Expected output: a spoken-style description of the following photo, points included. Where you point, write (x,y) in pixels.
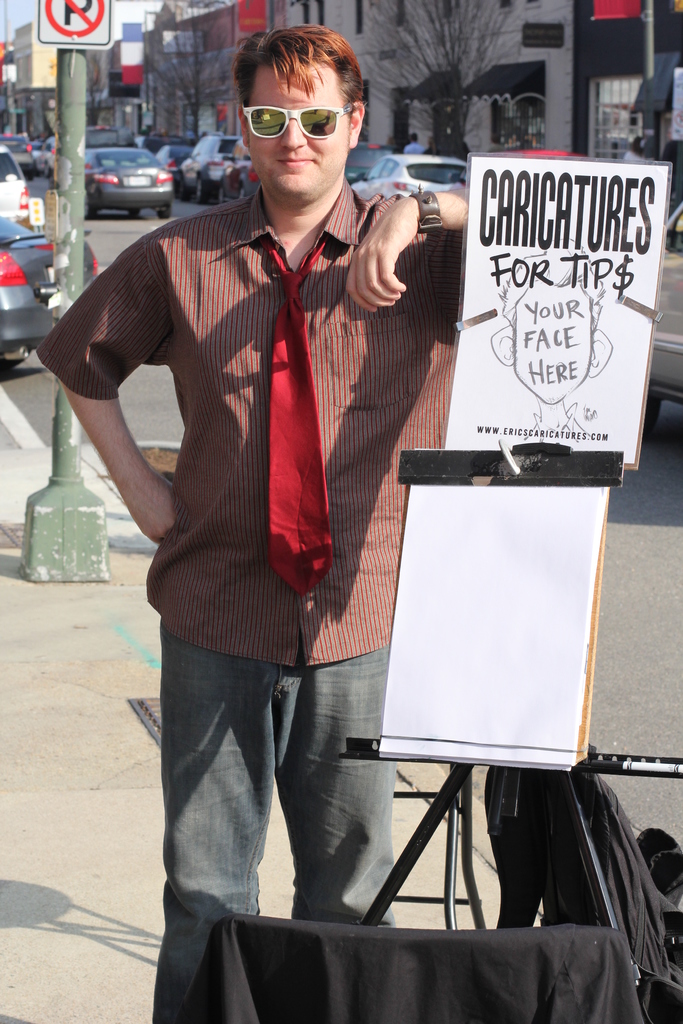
In this image we can see a man (306,274) wearing the glasses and standing and smiling. We can also see the papers (506,570), drawing board (547,343) and some black color cloth (661,950). In the background (83,118) we can see the poles (62,67), trees (204,79) and also the buildings (578,50). We can also see many vehicles (194,152) passing on the road (645,670).
